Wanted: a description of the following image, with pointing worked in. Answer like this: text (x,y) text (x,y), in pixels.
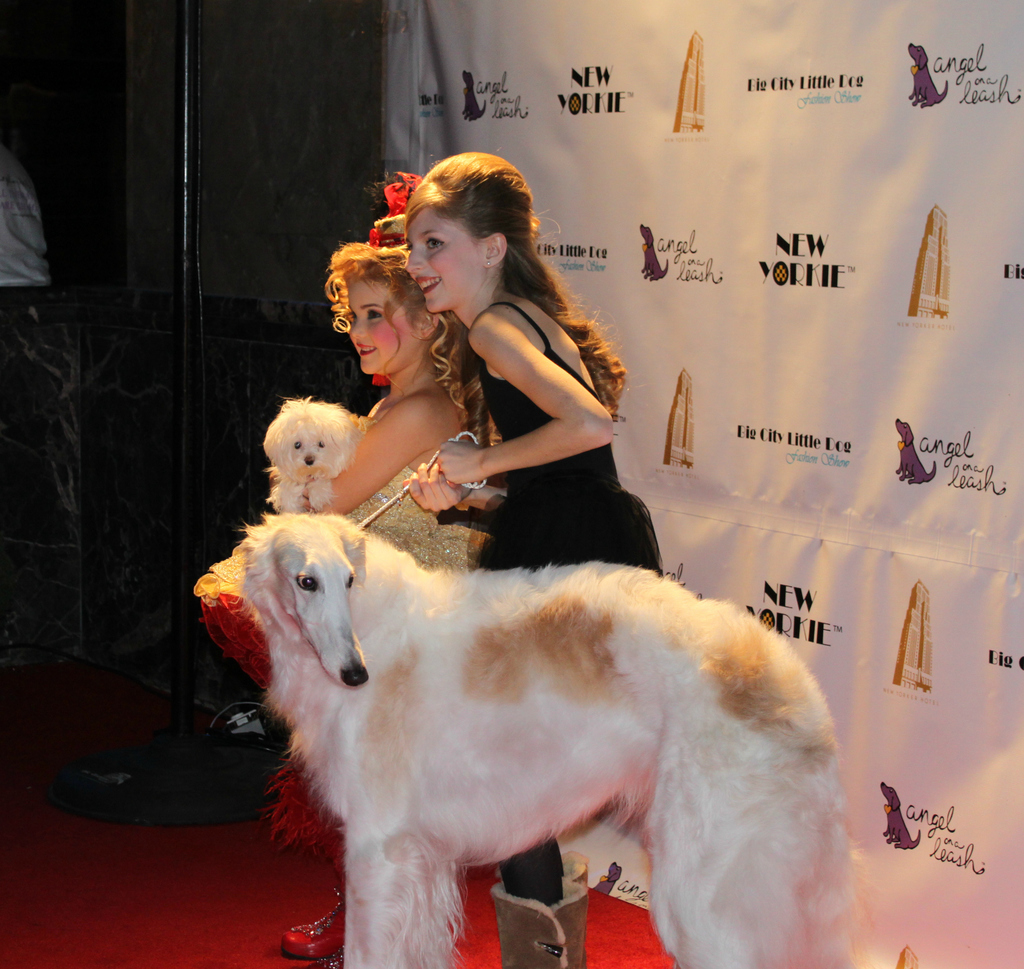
There are two girls (408,388) standing in this picture. Two of them were holding two dogs (362,655) in their hands (482,459). In the background (721,424) there is a poster (727,188). Both of them were smiling.
